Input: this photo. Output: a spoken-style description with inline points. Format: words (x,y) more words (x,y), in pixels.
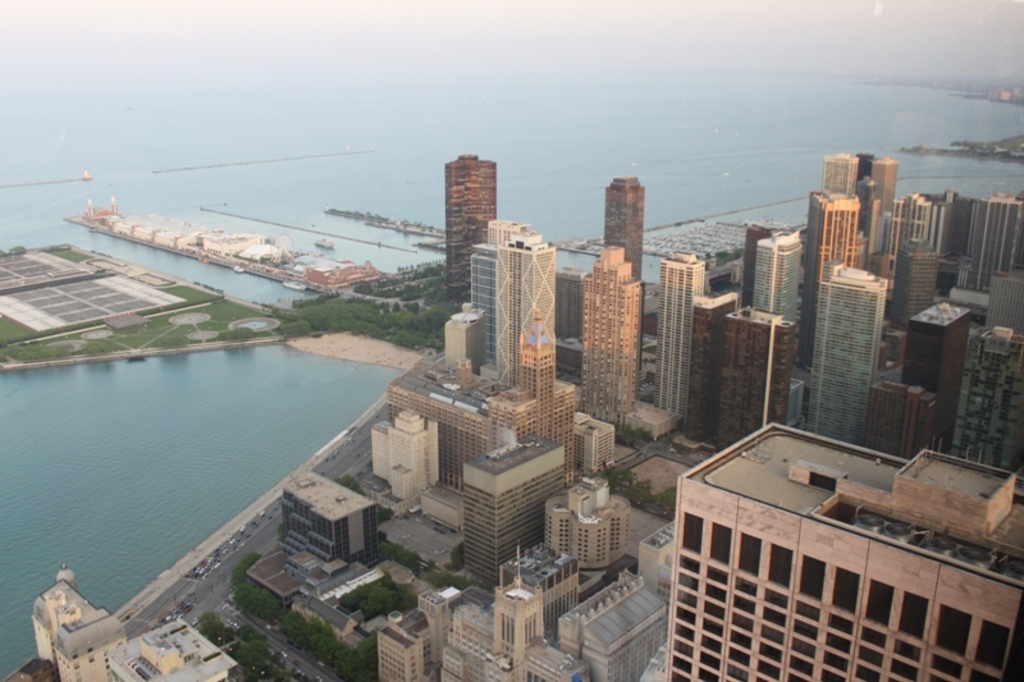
In this image we can see buildings (527,362), road (243,554), vehicles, trees (281,619), water (677,129) and sky (707,56).
